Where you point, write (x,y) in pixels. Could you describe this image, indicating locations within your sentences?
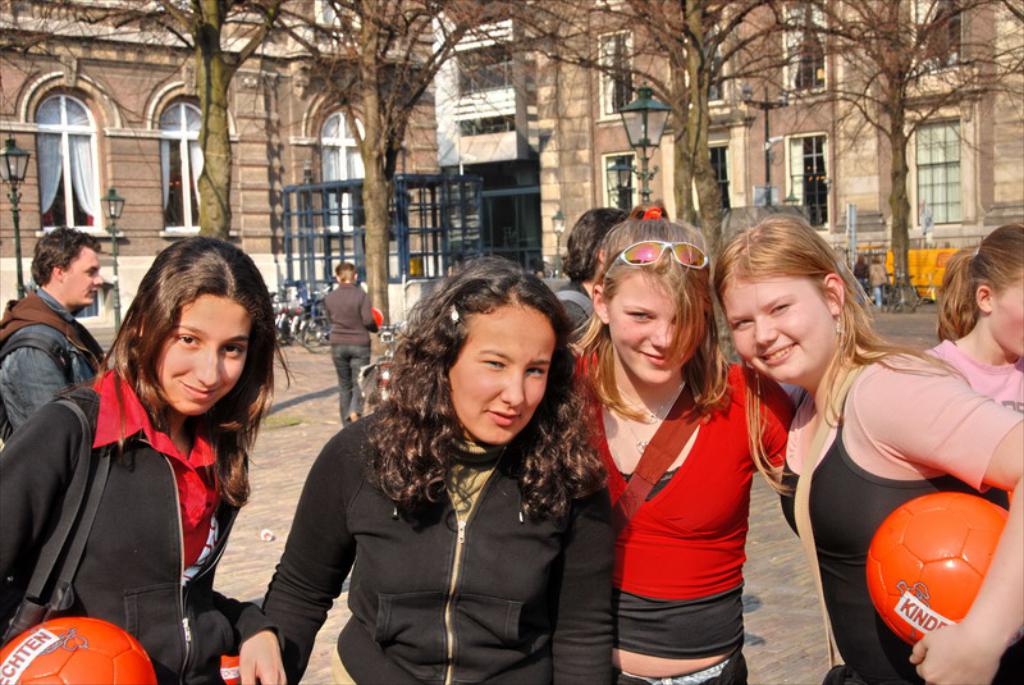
This image is clicked outside. There are trees (373,85) on the top (290,74) and there is a building (406,139) on the top (512,152). To that building (845,140) there are Windows (920,160) and curtains (932,147) there are people (706,332) standing in the middle (518,267). The one who is on the right (934,479) and the one who is on the left (168,543) are holding balls (58,652) there are vehicles (312,307) in the middle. There are lights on the left side (116,285).
